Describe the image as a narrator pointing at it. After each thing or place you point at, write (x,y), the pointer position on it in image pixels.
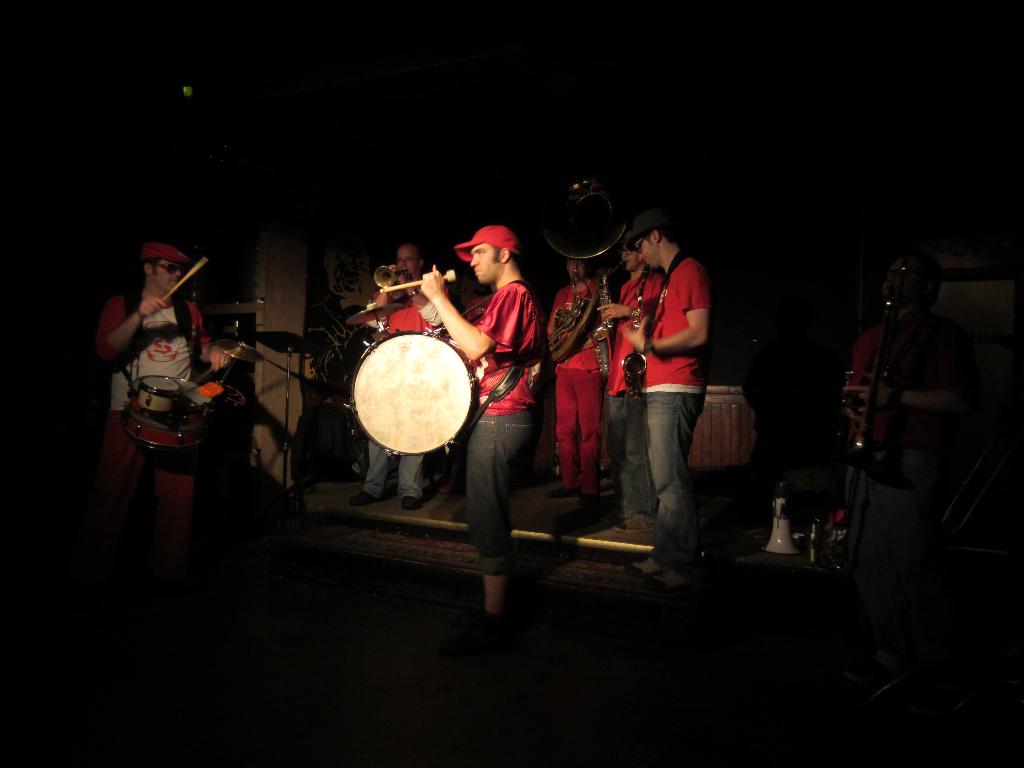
In this image there are group of persons (531,336) standing and playing musical instruments (459,386).
